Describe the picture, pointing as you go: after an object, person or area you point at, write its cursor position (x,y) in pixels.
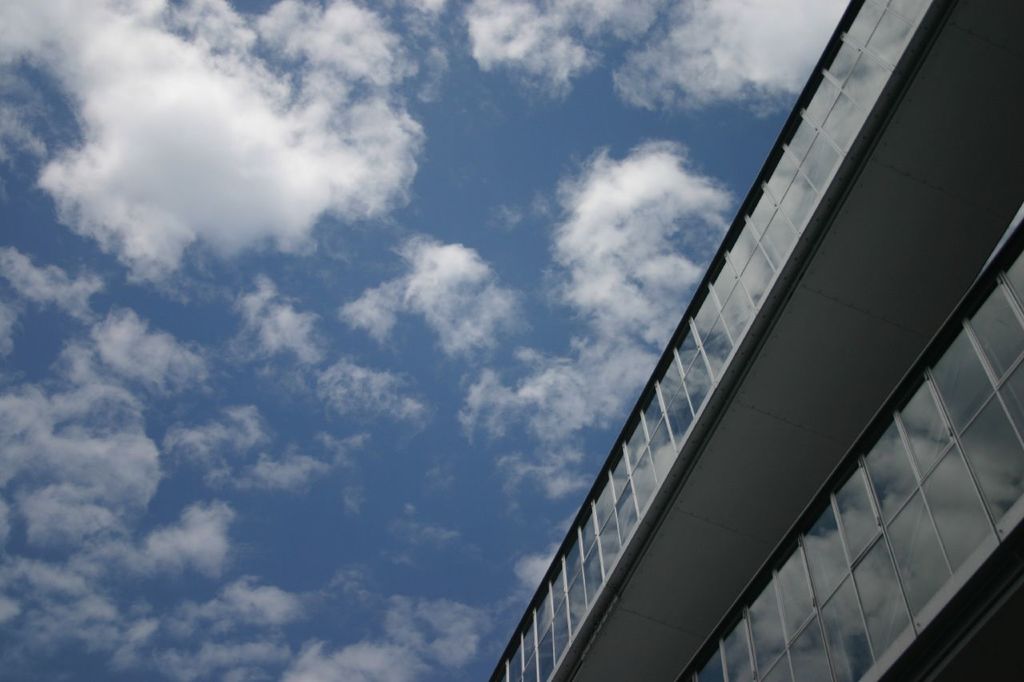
In this picture we can see building (922,605) and glass windows (740,264). In the background of the image (368,311) we can see the sky (282,574) with clouds (40,599).
